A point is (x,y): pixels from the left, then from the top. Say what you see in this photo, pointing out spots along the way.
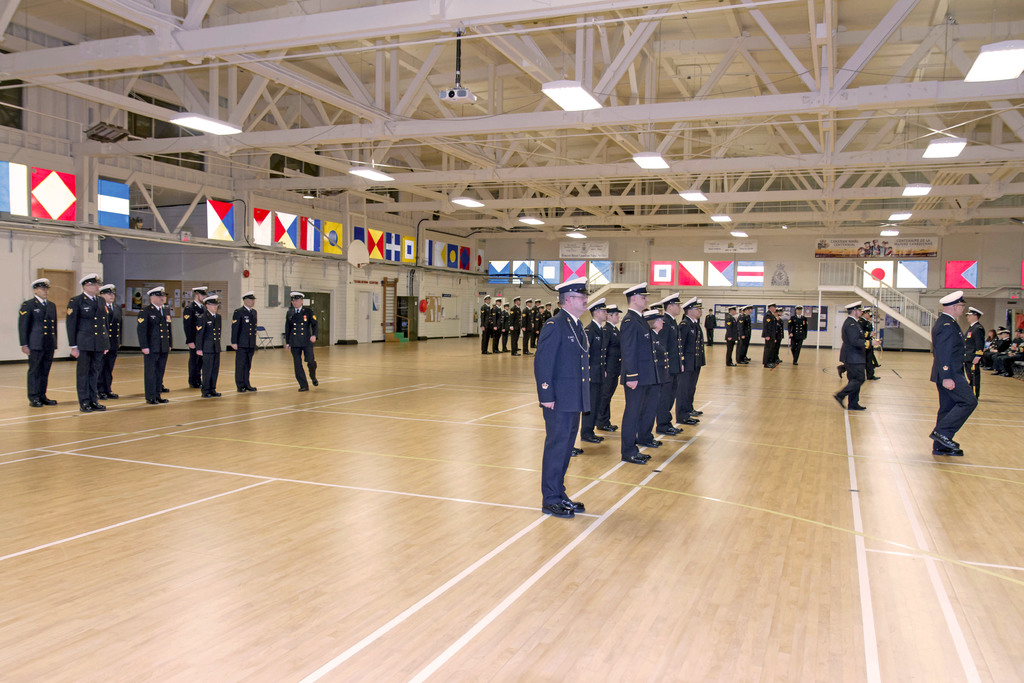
In this image I can see people (581,453) standing in a hall (809,435). They are wearing caps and uniforms (662,364). There are stairs (872,277) and railing (836,268) at the back (823,280). There are flags (918,278) and lights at the top (583,111).
